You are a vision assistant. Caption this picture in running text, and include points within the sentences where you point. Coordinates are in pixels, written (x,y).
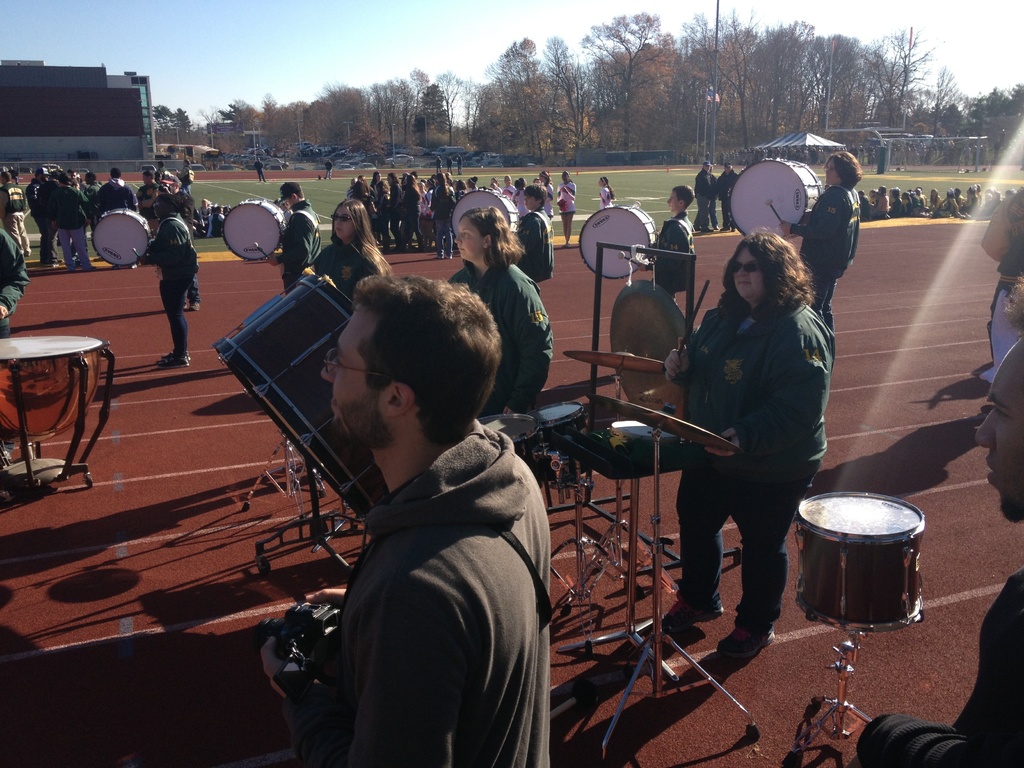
Group of people (174,239) are playing drums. There are some people (168,181) in groups (365,198) behind them. There are some trees (622,143) at a distance in the background (279,121).
